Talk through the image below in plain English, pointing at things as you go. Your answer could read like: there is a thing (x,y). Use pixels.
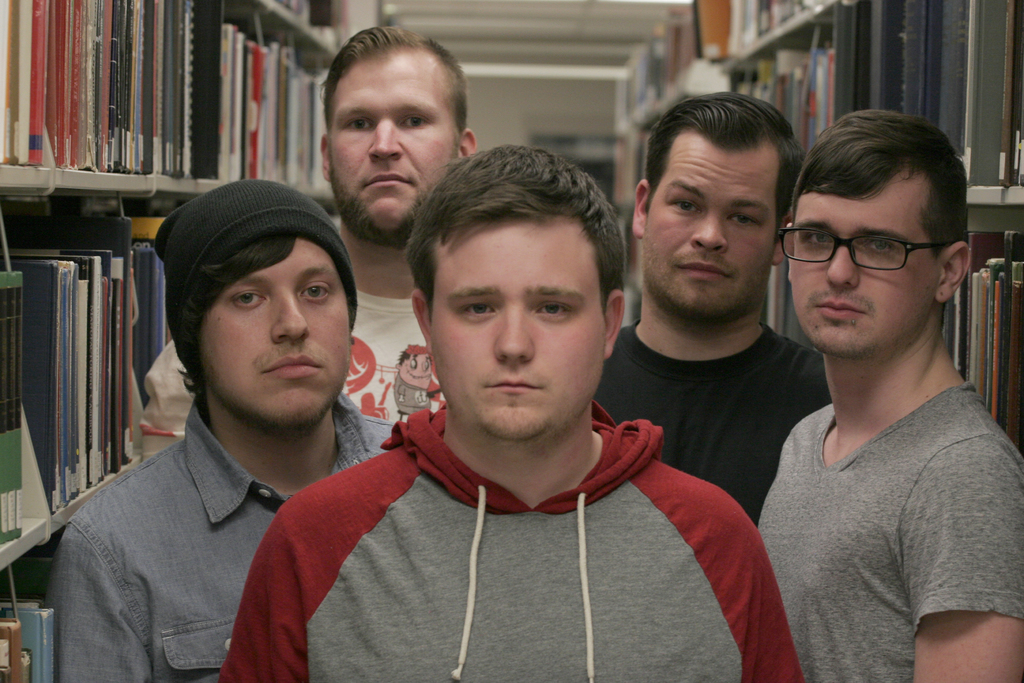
In this image, there are a few people (643,285). We can see some shelves (57,511) with objects (72,167) like books (130,95). We can see the wall (491,128) and a white colored object (604,69).
